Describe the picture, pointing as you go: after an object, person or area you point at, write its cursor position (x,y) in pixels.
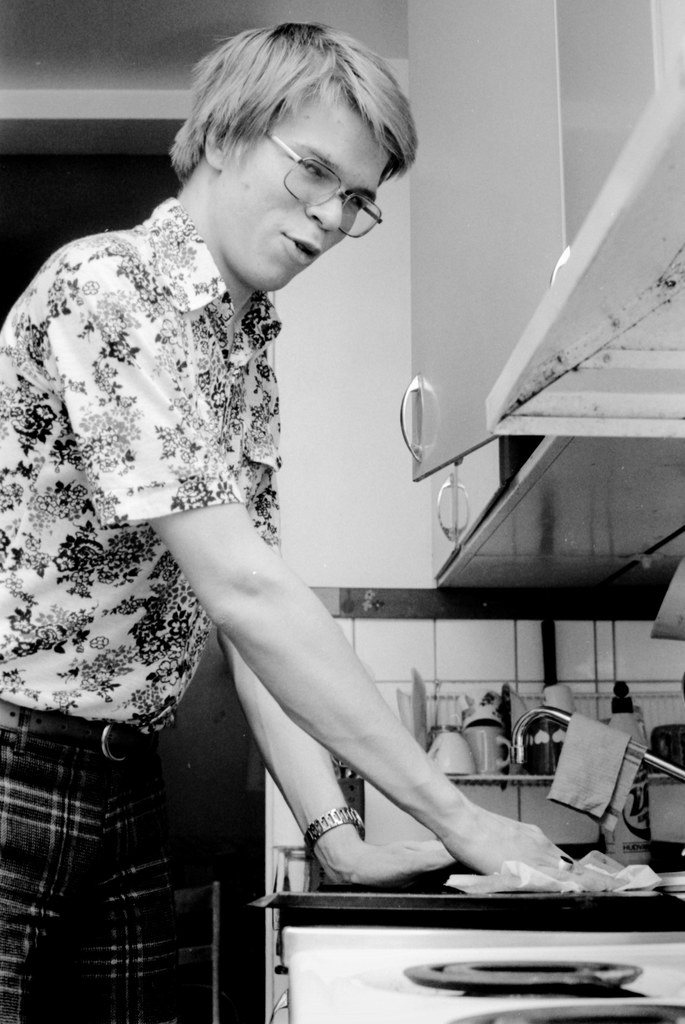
This picture is in black and white. The man (150,639) in a white shirt (118,528) who is wearing spectacles (365,232) is cleaning the counter top (651,920). In front of him, we see a counter top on which cups (482,723) and water bottle (640,781) are placed. Beside that, we see an electric stove (431,997). In the right top (528,197), we see a cupboard (483,191). Beside that, we see a white wall (295,458). This picture is clicked inside the room (338,601).
